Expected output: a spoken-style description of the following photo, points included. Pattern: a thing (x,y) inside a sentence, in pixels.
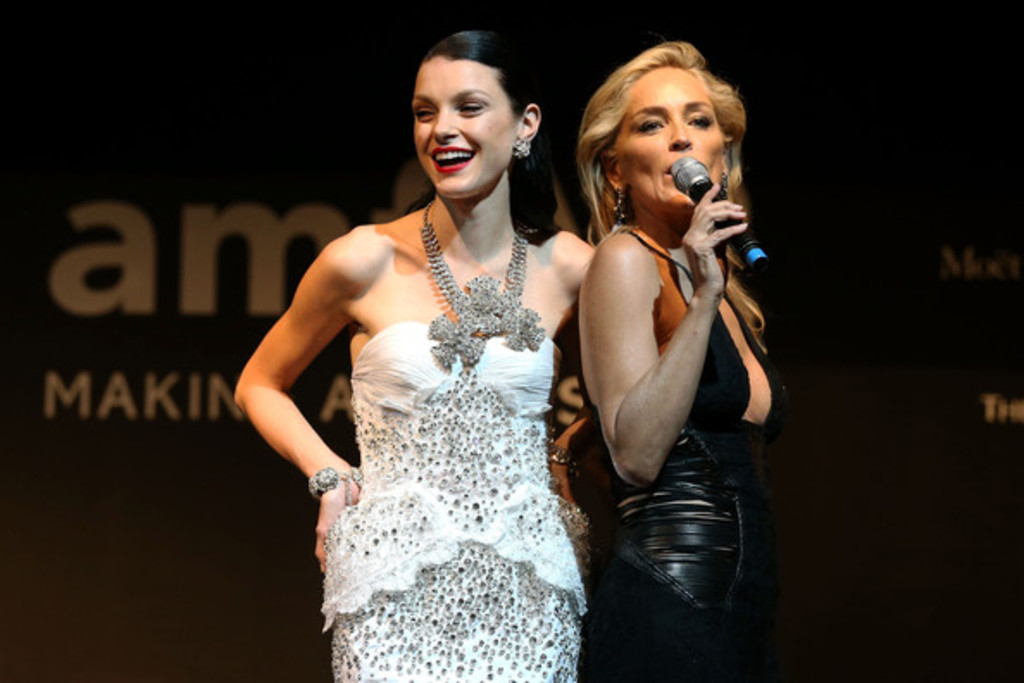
In this image there is a woman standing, another woman (706,408) standing and singing a song in the microphone (698,202).
